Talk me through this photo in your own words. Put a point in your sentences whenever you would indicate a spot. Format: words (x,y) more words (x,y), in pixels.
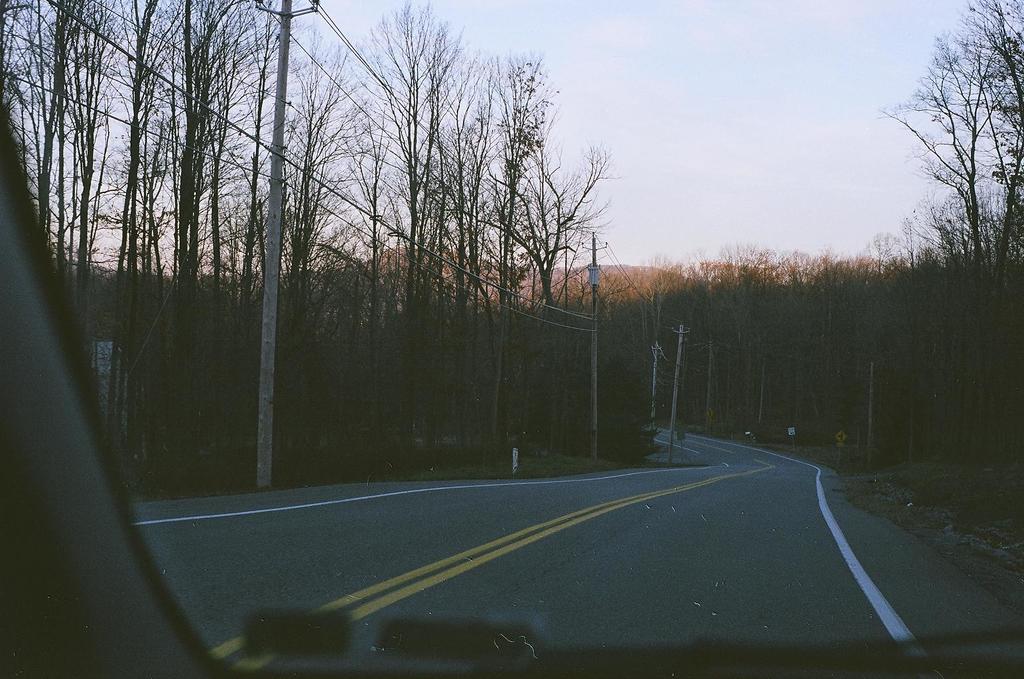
In this picture we can observe a road (673,536). There are some poles (276,248) and wires (451,261) on the side of the road (669,430). We can observe trees (745,368) and a vehicle (473,668). In the background (649,276) there are hills (646,273) and a sky (759,147).
